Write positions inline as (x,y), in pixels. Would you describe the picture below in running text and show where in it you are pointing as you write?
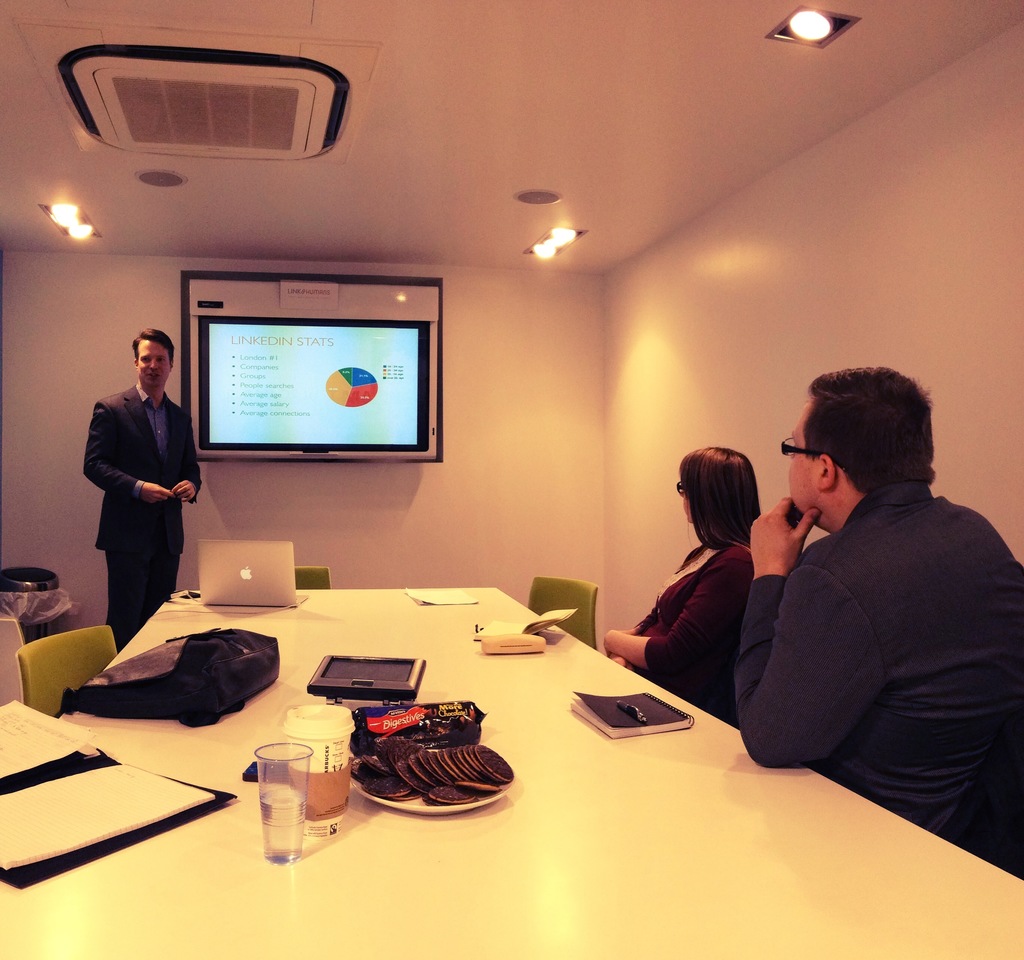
This image is clicked in a meeting room (558,711). There are lights (82,214) on the top side (67,201) and there is a AC (274,105) on the left side (160,118). screen (355,424) in the middle of the image (374,424). There is a table (94,914) in the middle of the image (412,634). On the table (279,615) we have laptop (255,589), bag (230,668), glass (284,788), book (628,721), pen (631,707), eatables (393,772), papers (117,812). There are chairs (82,644) around the table (372,601). There are two persons (776,594) sitting on that chairs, one is a woman (723,536) and other one is a man (814,622). They are to the right side of the image (811,659). And one person (172,428) is standing on the left side of the image (179,467). There is a bin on the left side (38,609).
